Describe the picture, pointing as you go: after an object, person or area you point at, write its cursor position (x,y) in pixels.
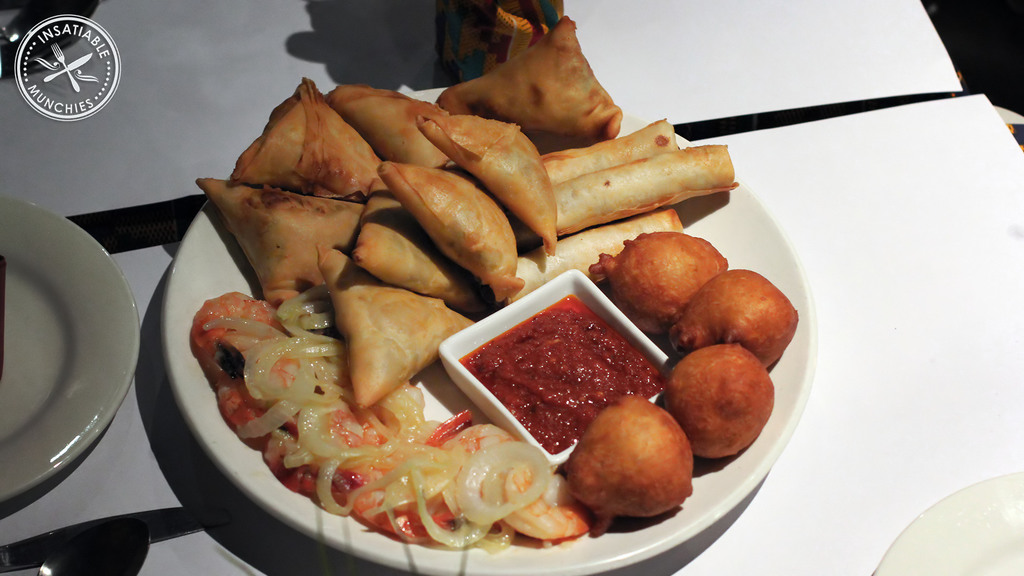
In the foreground of this image (737,430), there are few snack items (662,222), onions (460,517) and it seems like tomatoes (406,525) placed on the platter (618,550) and we can also see a bowl (620,327) with red paste (577,384). On the left (40,469), there is a platter (61,429) and a spoon (84,560). On the right bottom (991,548), it seems like a platter (989,537). On the left top (63,27), there is another spoon (48,13) on a white surface (127,101) of the table (115,153).
